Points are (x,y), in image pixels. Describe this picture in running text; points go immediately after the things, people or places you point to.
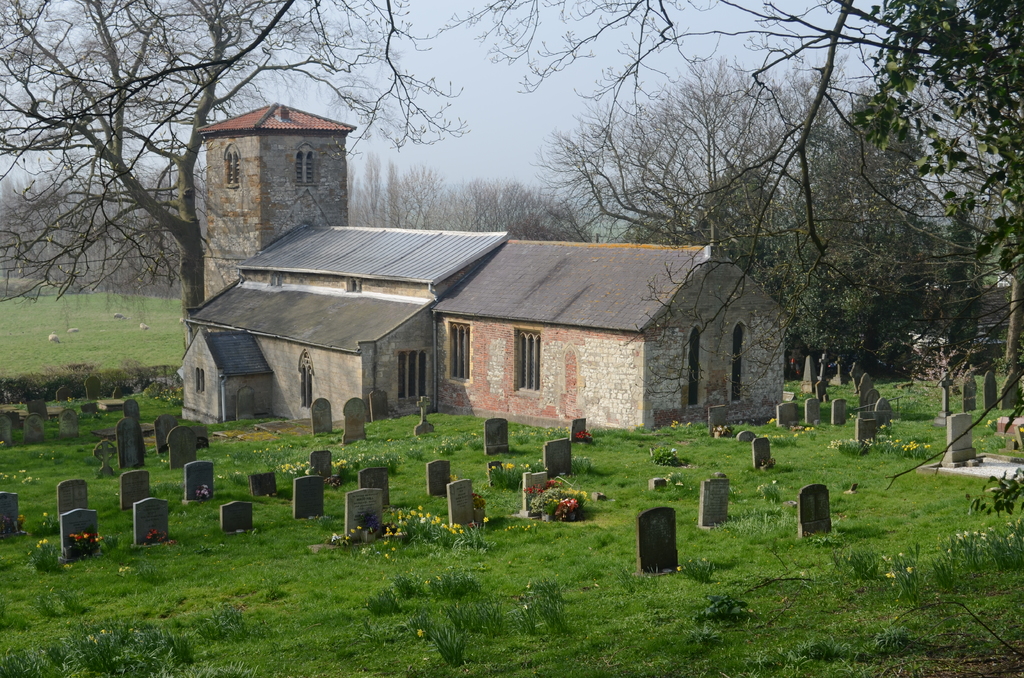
In this picture we can see a house (368,324) here, at the bottom (483,557) there is grass (636,583), we can see some graves (706,523) here, in the background (856,201) there are some trees (539,192), we can see the sky (527,70) at the top of the picture (514,66).
